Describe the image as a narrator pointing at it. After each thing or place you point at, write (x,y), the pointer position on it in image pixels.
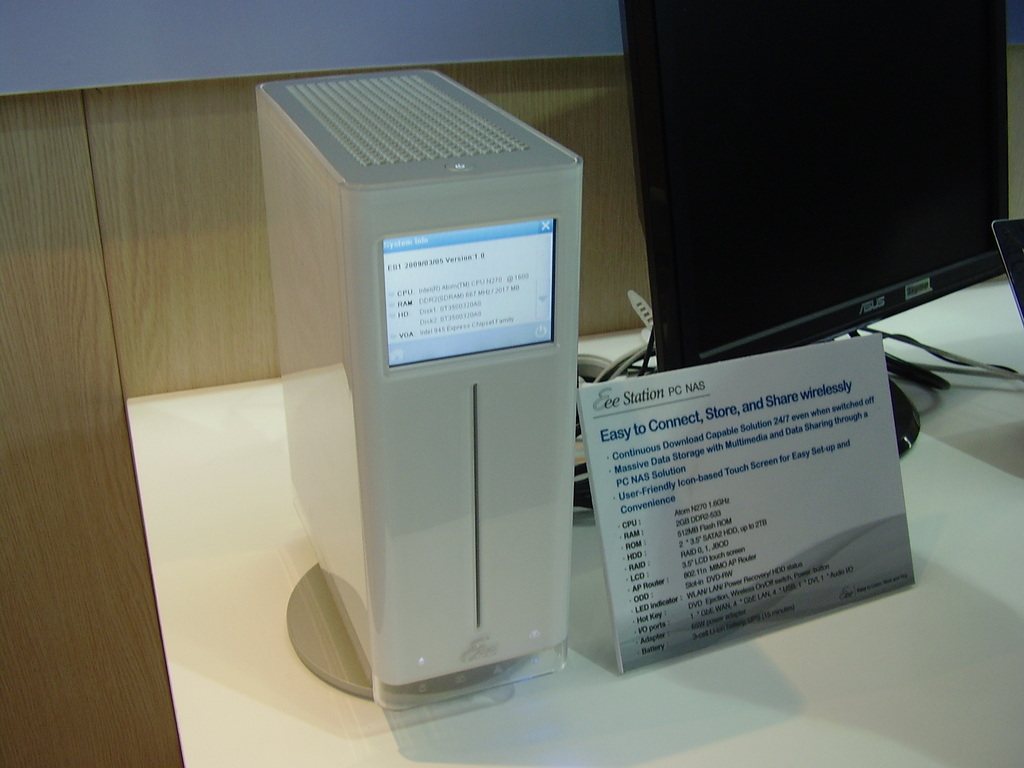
In the picture we can see a desk (995,565) which is white in color and on it we can see a monitor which is black in color and beside it we can see a CPU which is white in color and beside it we can see a card (612,386) with some information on it and in the background (164,358) we can see a wooden wall (215,380).
